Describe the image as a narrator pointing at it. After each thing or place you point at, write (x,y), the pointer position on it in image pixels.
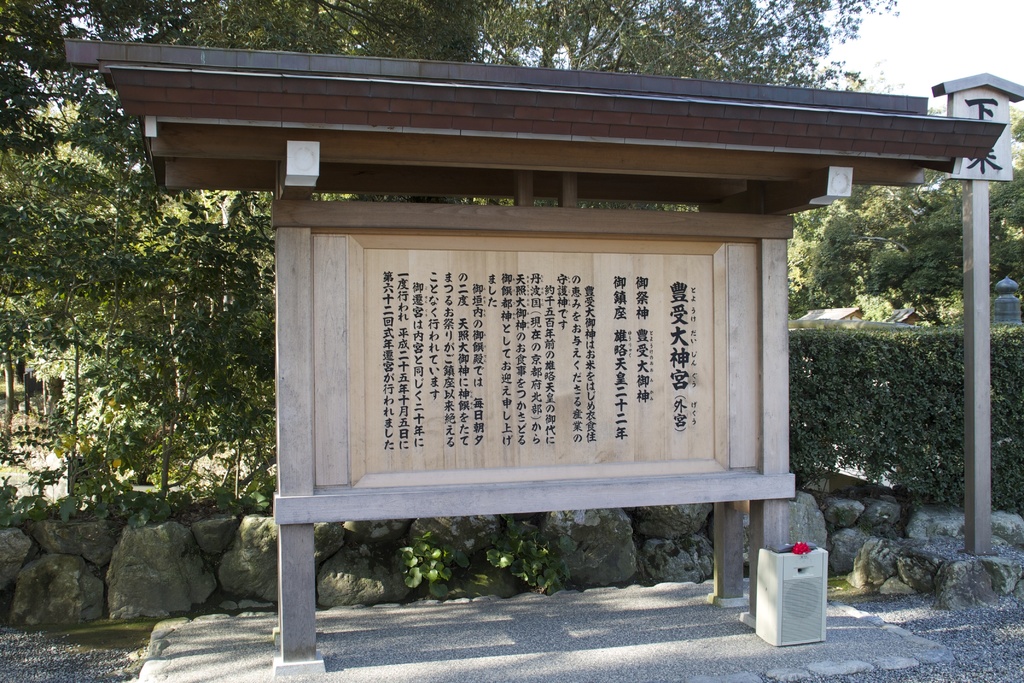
In this picture we can observe a brown color roof (398,109). Under this roof (501,117) there is a cream color board (448,266) on which we can observe black color words (446,321). On the right side (772,578) there is a white color speaker (772,585). We can observe stone (63,594) and some plants (869,405). In the background (78,279) there are trees (855,89) and a sky (883,43).
